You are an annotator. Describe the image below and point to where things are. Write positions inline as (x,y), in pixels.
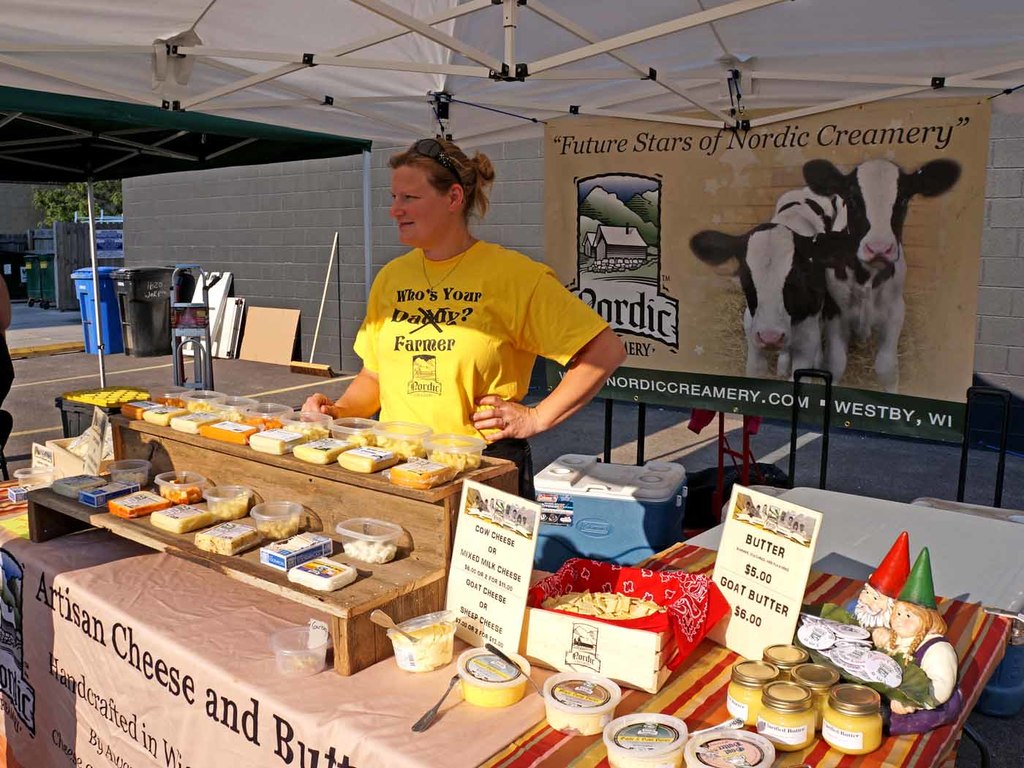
In this picture we can observe a stall (189,602). We can observe some food items (269,446) placed on the wooden desk (445,508) which is on the table (181,640). There is a woman (408,377) standing, wearing yellow color T shirt (433,365). In the background (716,269) we can observe a board (759,200). She is standing under the white color tent (473,44). We can observe gray color wall (213,228) and some trash bins (130,289) in the background (189,262).
